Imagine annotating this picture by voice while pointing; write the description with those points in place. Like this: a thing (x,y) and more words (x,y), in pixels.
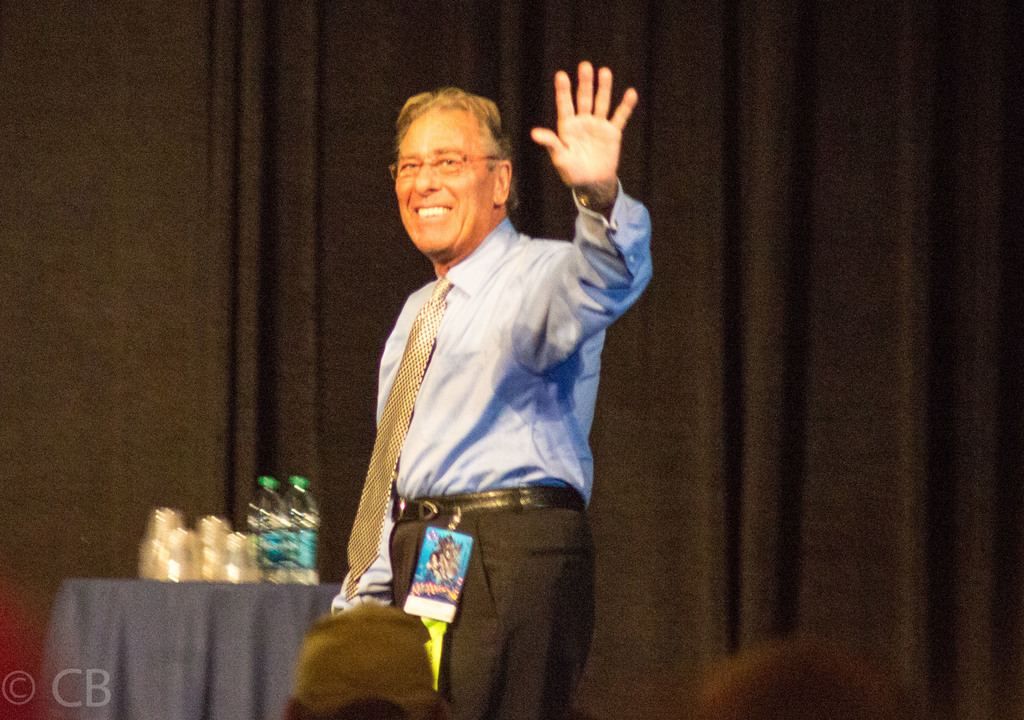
In the middle of this image (489,307), there is a person (483,270) in a blue color shirt (483,270), wearing a spectacle (466,158), smiling and showing a hand (606,87). In the background (374,436), there are bottles (293,504) and other objects (160,512) arranged on the table (189,583), which is covered with violet color cloth (167,620), there is a curtain (282,304) and there is a wall (54,254).
